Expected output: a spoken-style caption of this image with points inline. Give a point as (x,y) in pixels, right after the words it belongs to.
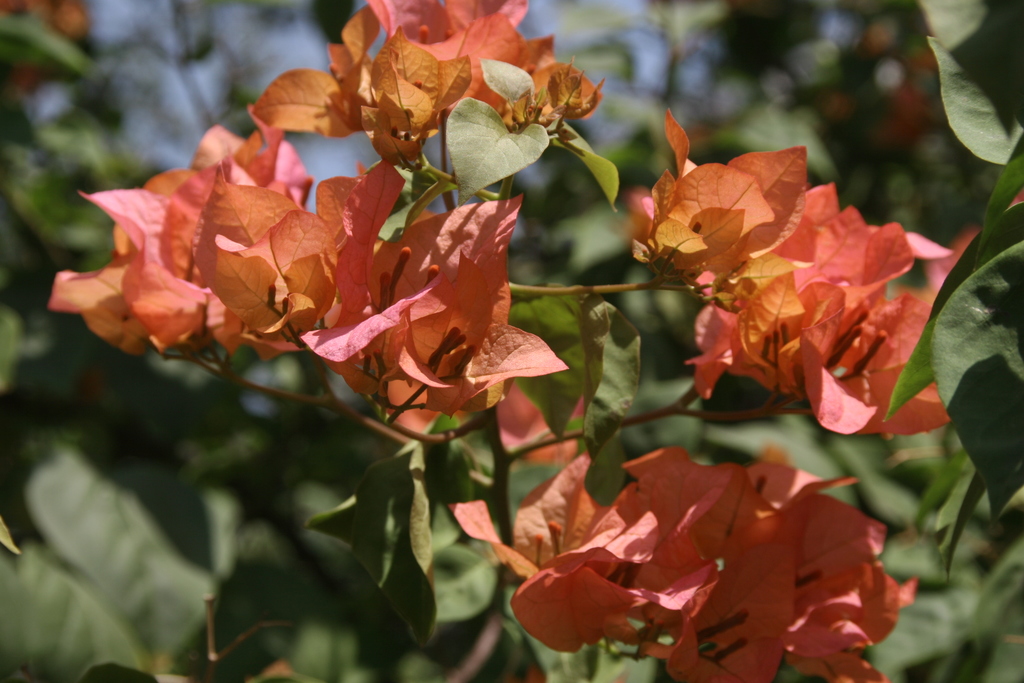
In the foreground of the picture (460,216) there are flowers (776,348), leaves (583,323) and stems (495,438). The background (3,107) is blurred. In the background (786,81) there is a tree (981,593).
